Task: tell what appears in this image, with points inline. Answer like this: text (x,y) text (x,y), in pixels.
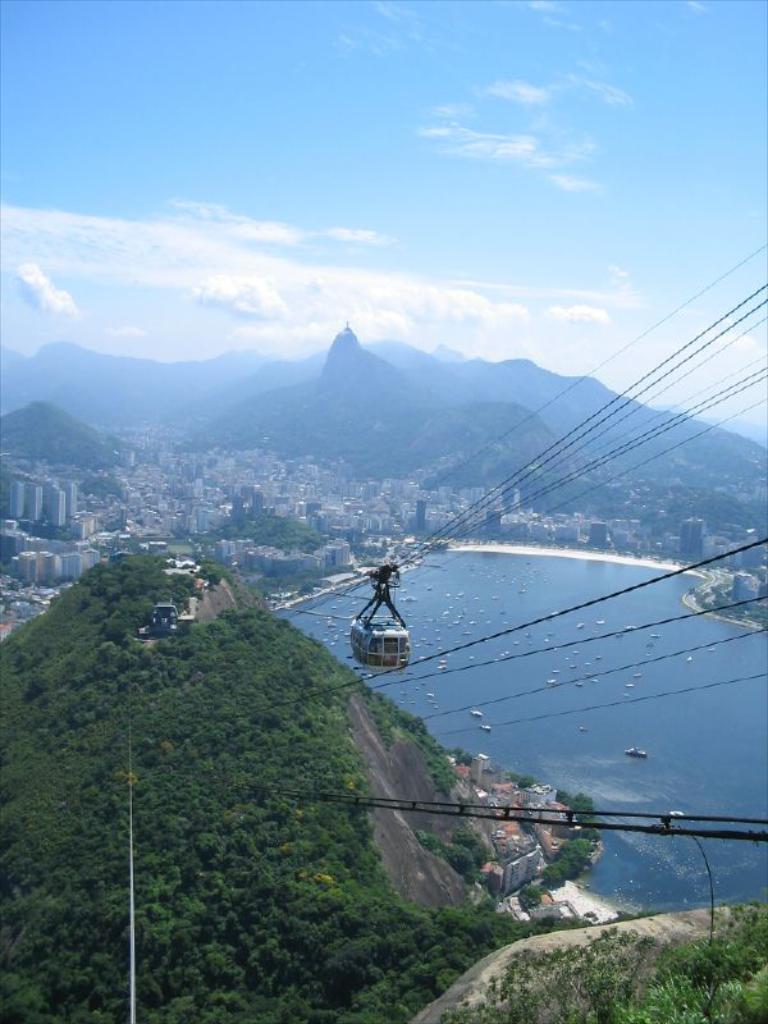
In the foreground of this image (416,718) we can see an aerial tramway (359,657), and there are trees (186,761), buildings (286,494) and mountains (442,451) in the background (315,514). The blue cloudy sky (318,299) is at the top of this image (454,209). We can see a surface of water (553,603) on the right side of this image (624,653).
